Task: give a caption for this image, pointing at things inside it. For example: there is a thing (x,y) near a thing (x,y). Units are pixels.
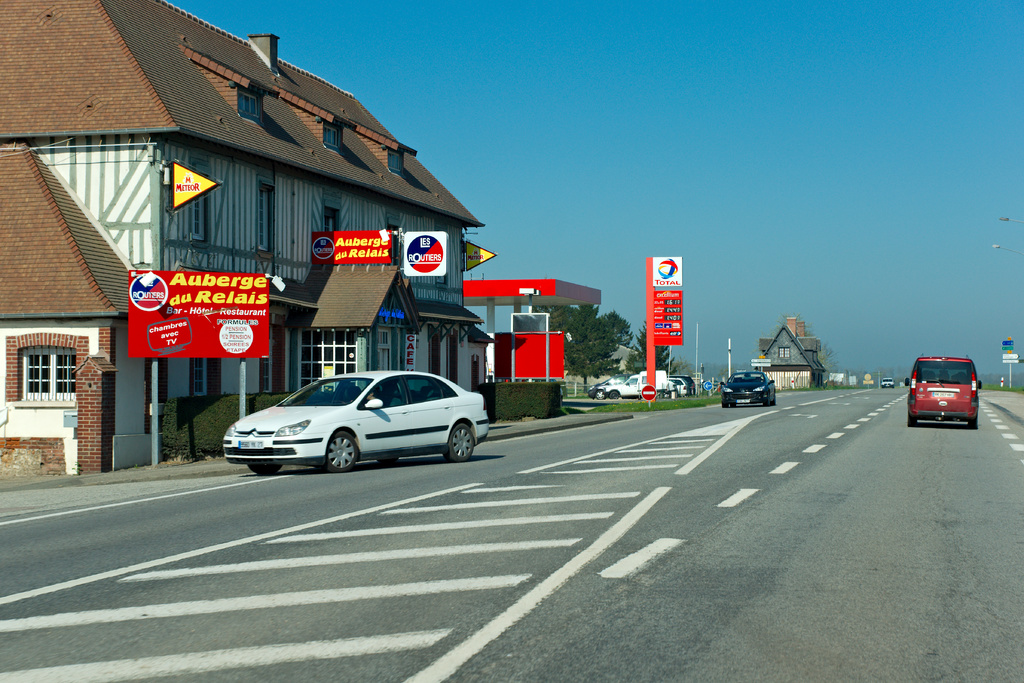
In this image we can see there are cars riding on the road (536,544), behind that there are buildings (35,288) and petrol bunk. Also there are so many boards (178,321) on the poles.
